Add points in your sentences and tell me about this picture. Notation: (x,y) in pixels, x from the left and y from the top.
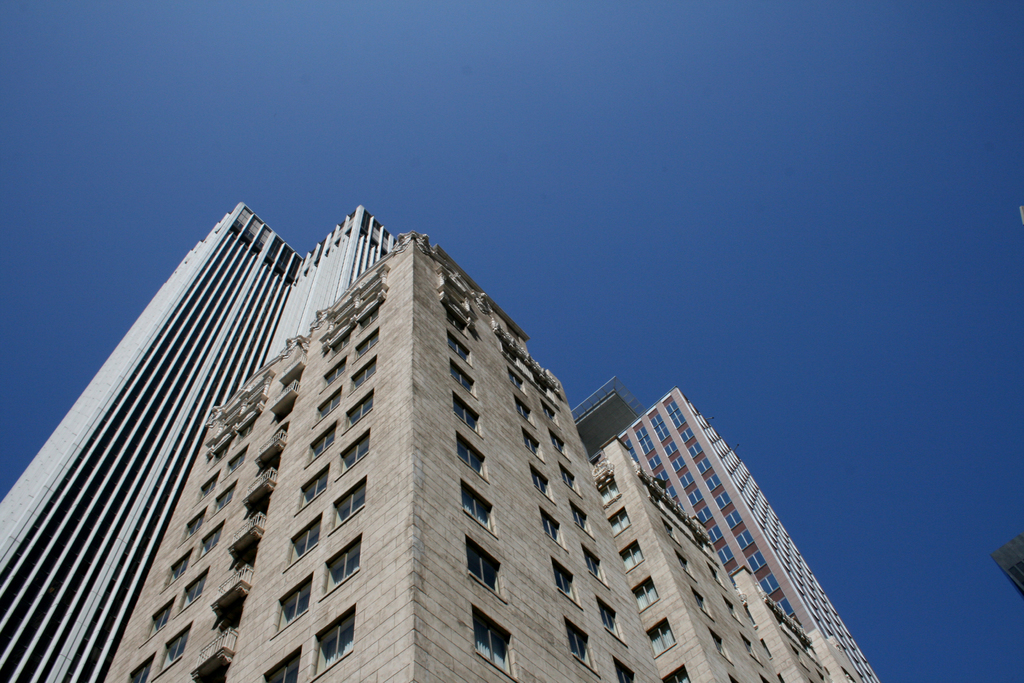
This picture is taken from the outside of the building (245,444). In this image, we can see a building (435,404), window (339,511). In the background (537,91), we can see a sky (851,341) which is in blue color.
